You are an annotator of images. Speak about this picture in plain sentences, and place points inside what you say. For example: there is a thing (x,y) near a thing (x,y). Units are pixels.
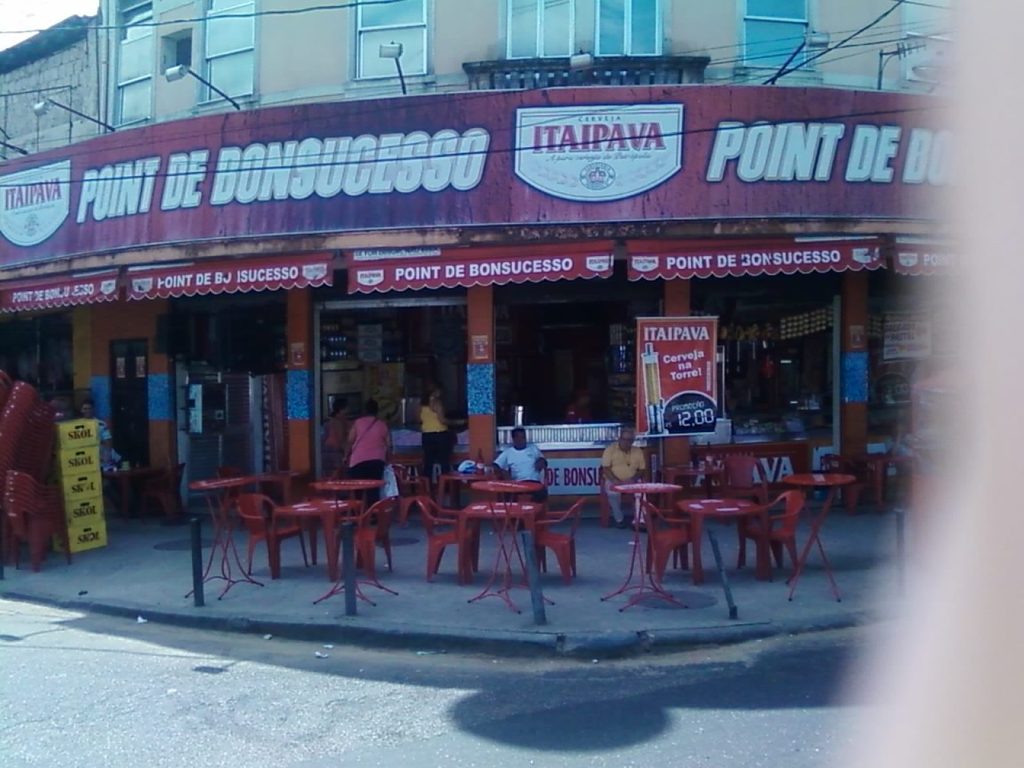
This is a building (585,22) with window (186,44). In-front of this building (565,363) persons (614,484) are sitting on chairs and we can able to see a tables (638,512). On this pillar (672,293) there is a banner (663,389). Far there are boxes (73,496). Few persons (347,442) are standing. A board (538,192) is attached to this building (507,84).
